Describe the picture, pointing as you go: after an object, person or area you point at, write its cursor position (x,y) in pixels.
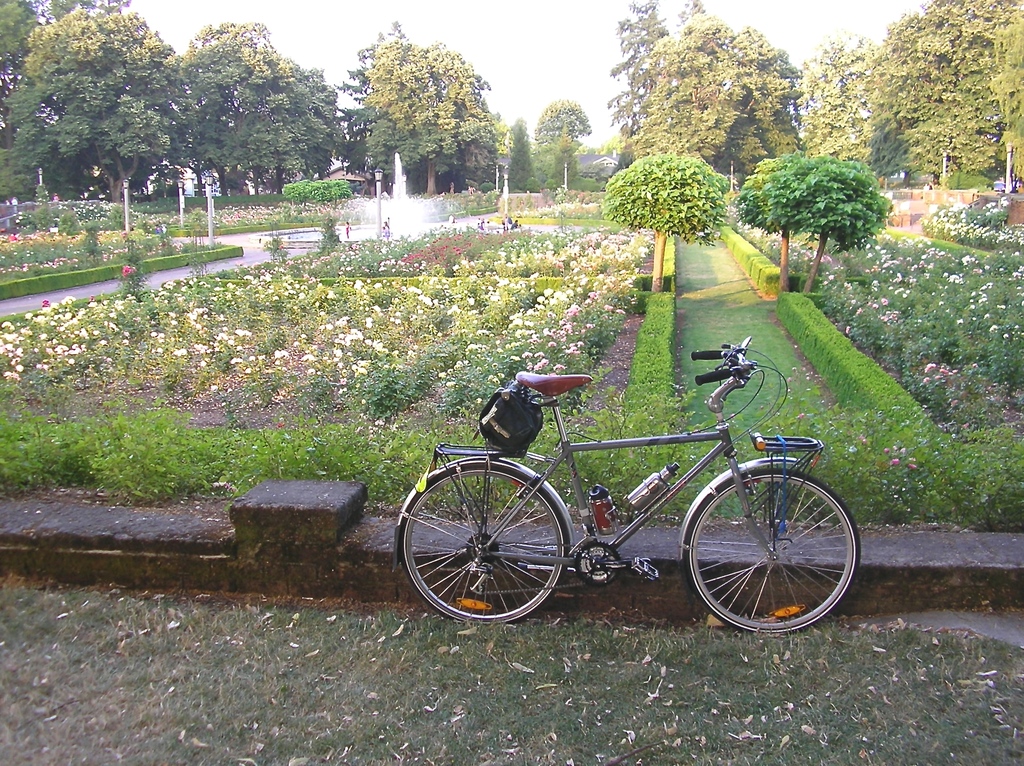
This image is clicked in a lawn (253,716). In the foreground (653,683) there is a cycle (683,487) parked on the ground (666,620). Behind it there are plants (330,298), hedges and trees (844,202). In the center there is a water fountain (384,201). Around the fountain (432,213) there are street light poles (212,179). In the background (314,99) there are trees (647,106). At the top (411,17) there is the sky (429,25).
